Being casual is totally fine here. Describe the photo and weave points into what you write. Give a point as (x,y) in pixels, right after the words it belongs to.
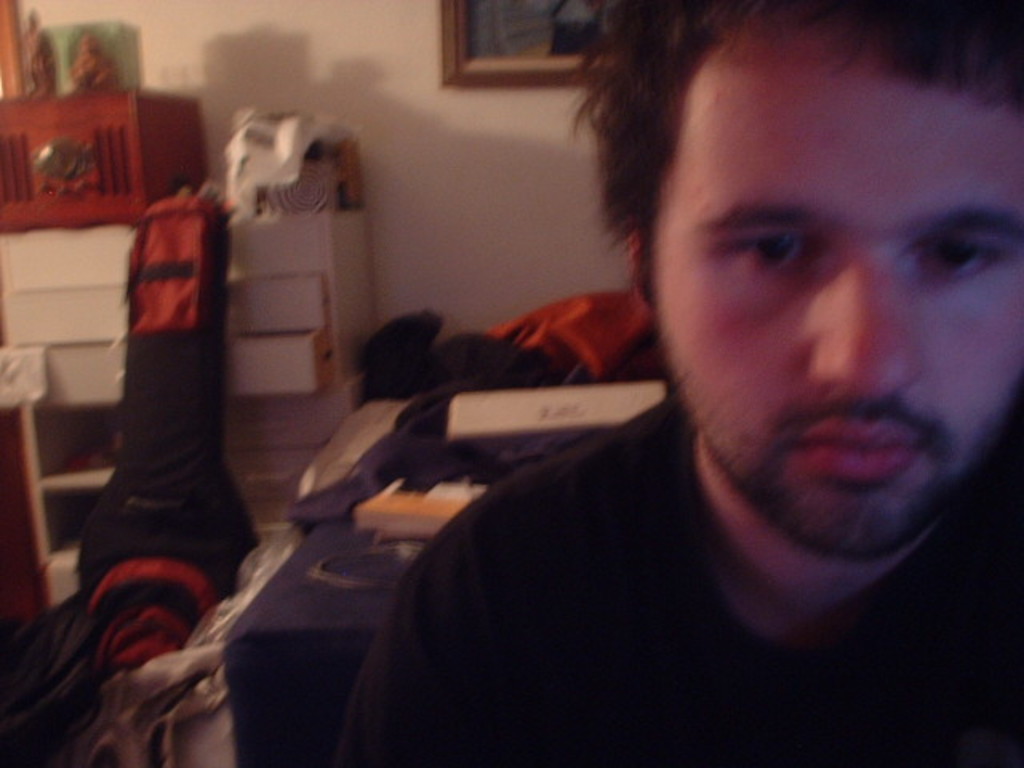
This picture shows a man (576,612) and we see a guitar bag (176,463) and few clothes (578,366) and we see cupboard (284,298) with drawers (233,356) and couple of statues (96,86) and we see a carry bag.
